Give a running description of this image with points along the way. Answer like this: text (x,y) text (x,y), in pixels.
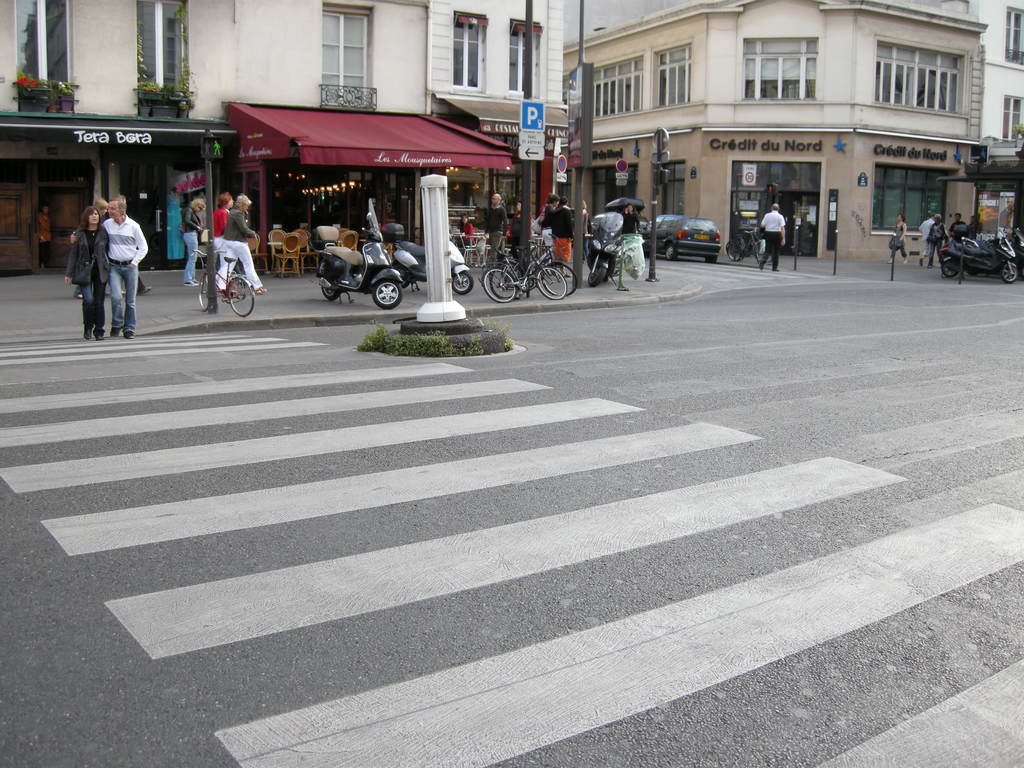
This image is taken on a road (437,414). In the front (418,563) on the road (358,491) there is a zebra crossing (260,468) and in the background (188,260) there are persons (115,255) walking. There are vehicles (338,270) and bicycles (531,270). There is a board (520,157) and there are buildings (710,92).
